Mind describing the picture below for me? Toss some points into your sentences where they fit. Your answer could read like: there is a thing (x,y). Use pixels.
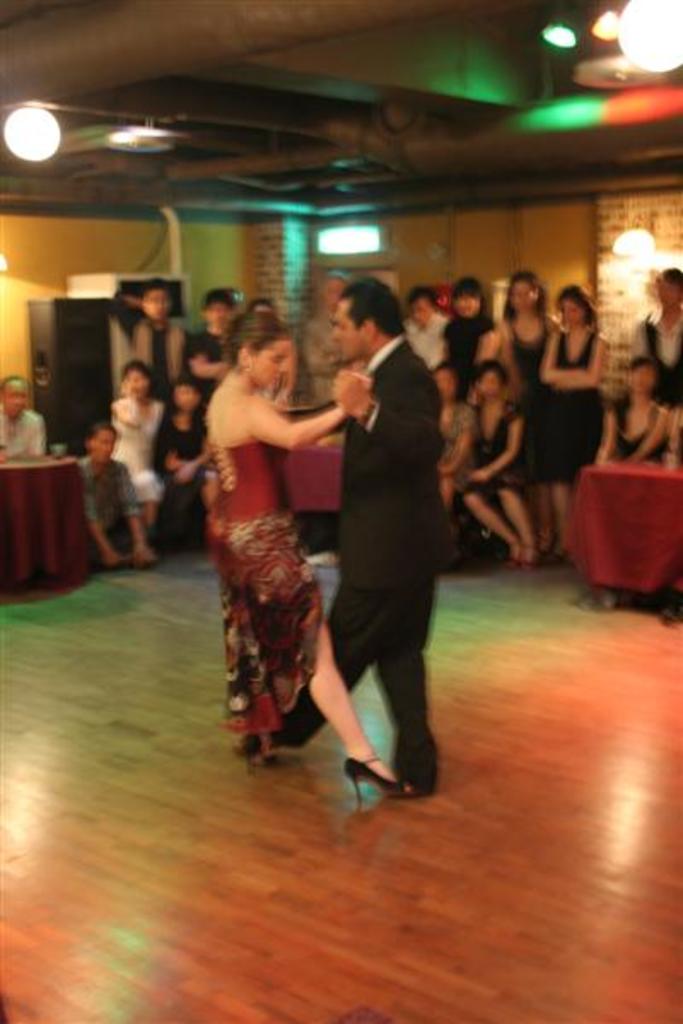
In the given image we can see there are many people (350,372) and the couples (277,549) are dancing. This is a light (613,25).
